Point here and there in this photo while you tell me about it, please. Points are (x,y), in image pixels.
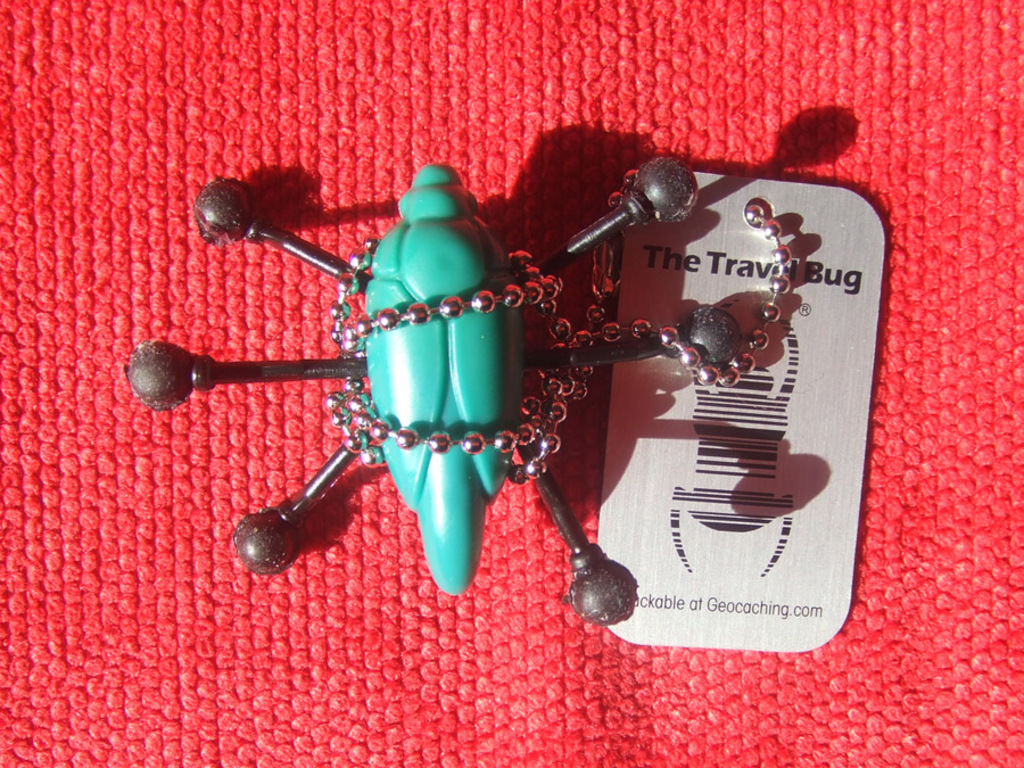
In the picture I can see a green color object (318,471), chain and the metal tag (715,410) are placed on the red color surface (215,742).
